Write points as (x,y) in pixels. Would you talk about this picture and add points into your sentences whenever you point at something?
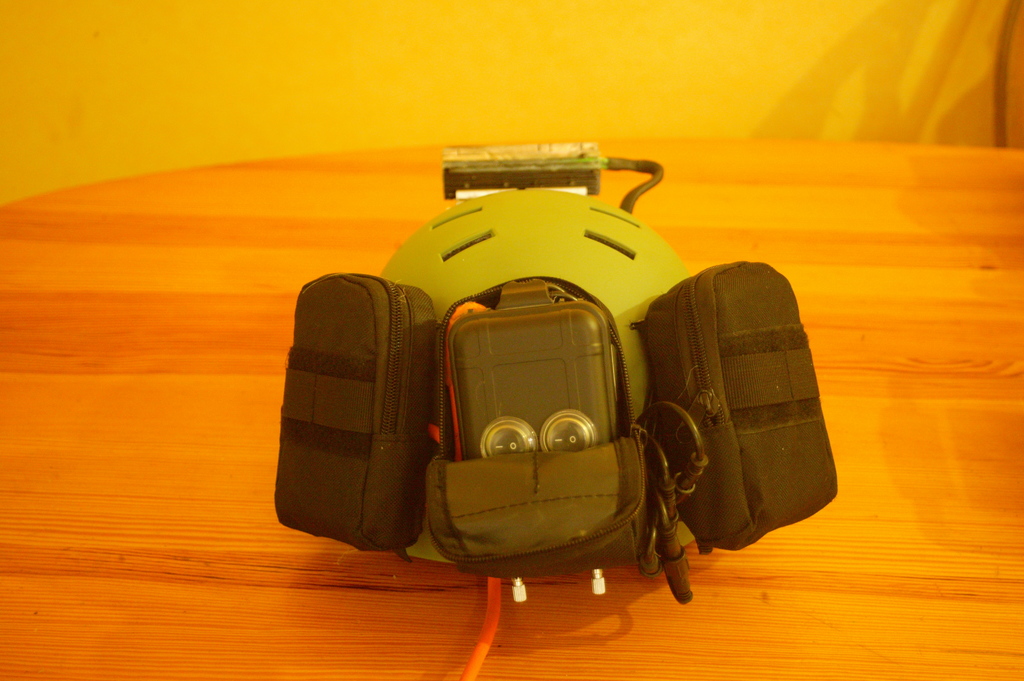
This picture shows a helmet (629,297) on the table (424,153).
